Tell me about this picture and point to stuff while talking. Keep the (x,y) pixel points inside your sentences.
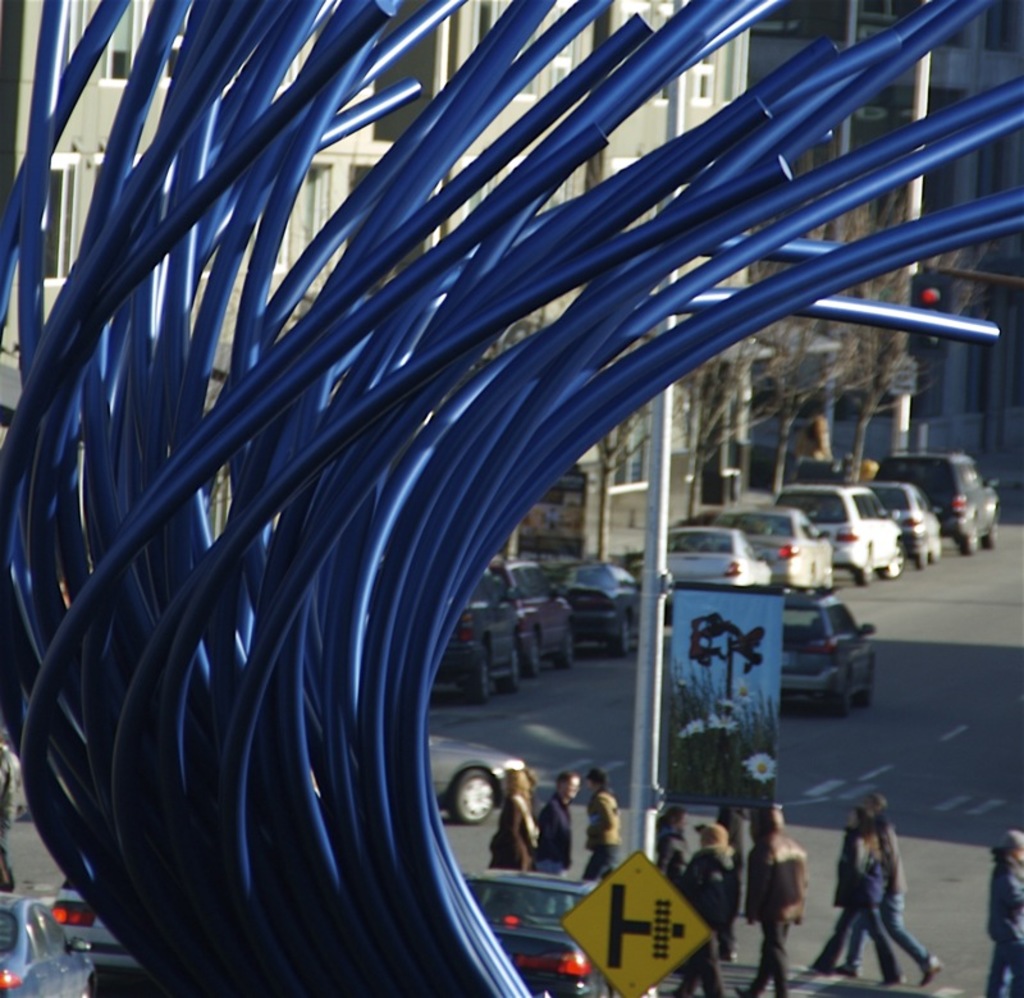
In this image I can see few buildings (836,21), windows (843,18), trees (961,252), traffic signals (926,304), poles (674,282), signboards (684,917), vehicles (957,497) and few people (853,815). In front (371,309) I can see the blue color object (315,537).
